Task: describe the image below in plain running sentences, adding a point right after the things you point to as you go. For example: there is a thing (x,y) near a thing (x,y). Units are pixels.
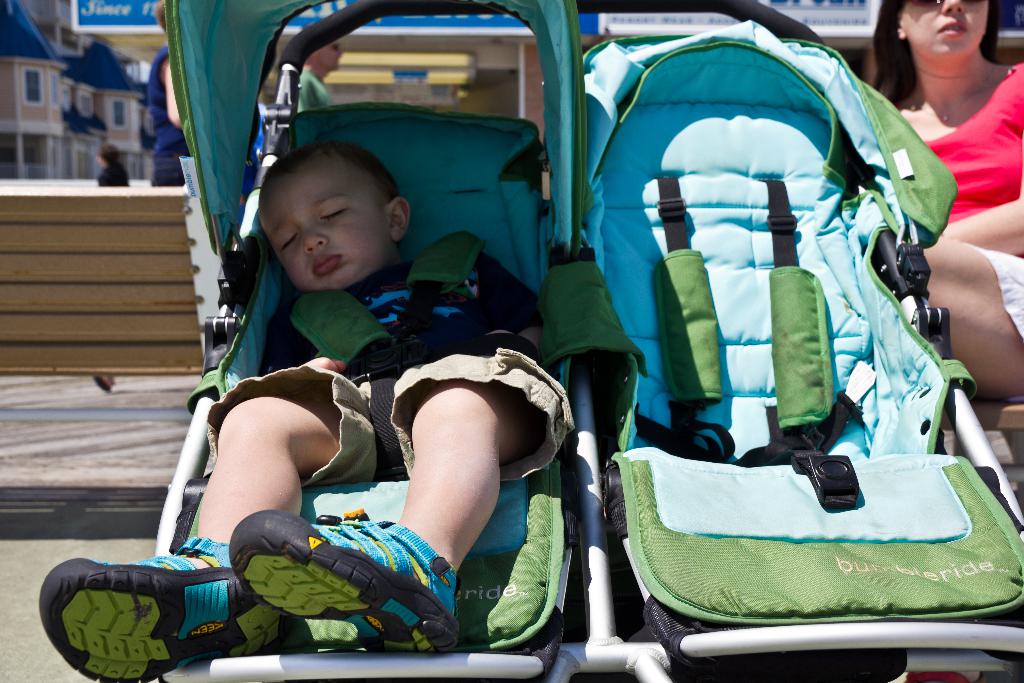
In this picture we can see a boy (155,564) in a baby carrier (511,494). We can see a woman (959,312) on the right side (1020,287). There are few people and some buildings (17,107) are seen in the background (872,21).
